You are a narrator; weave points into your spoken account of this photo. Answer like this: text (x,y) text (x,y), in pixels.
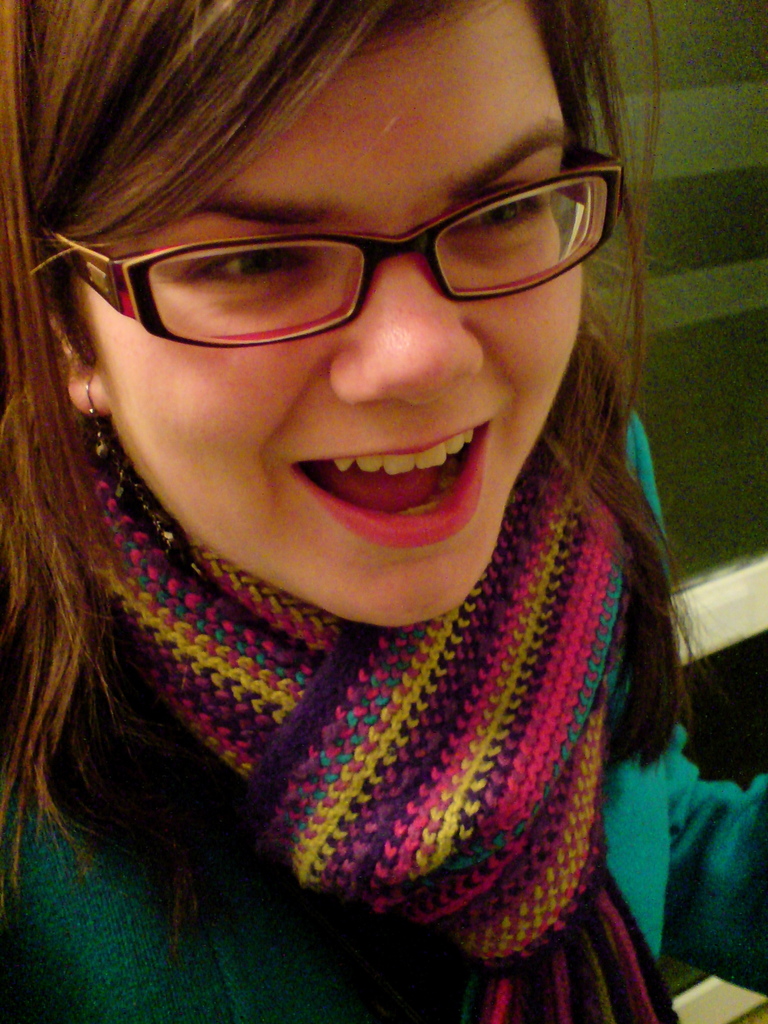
In this image we can see a girl (218,427) wearing specs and a scarf (340,622) on the neck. In the background (723,544) we can see a wall (735,143).
